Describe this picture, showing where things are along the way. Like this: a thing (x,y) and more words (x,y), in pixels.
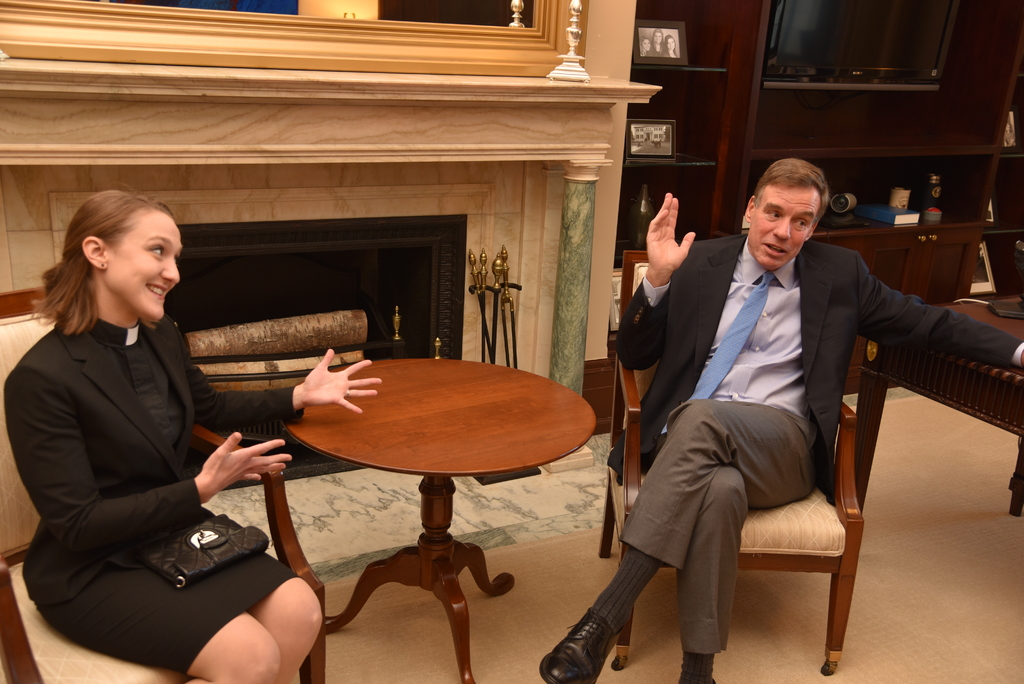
This picture is clicked inside the room (825,619). On the right corner of this picture (825,413), we see a man (826,339) with black blazer (827,292) is sitting on the chair (815,501) and talking something and the woman (103,593) on the left corner of this picture (134,388) wearing black blazer (78,430) is also sitting on the chair (61,646) and wearing a bag (229,533), black bag (182,564) and she is laughing. In middle (488,381), there is a table (408,438) and behind that, we see a wall (299,157) and beside that, we see cupboard (857,101) in which television (873,36), book (902,222), bottle (931,181), and photo frames (662,124) are placed.
